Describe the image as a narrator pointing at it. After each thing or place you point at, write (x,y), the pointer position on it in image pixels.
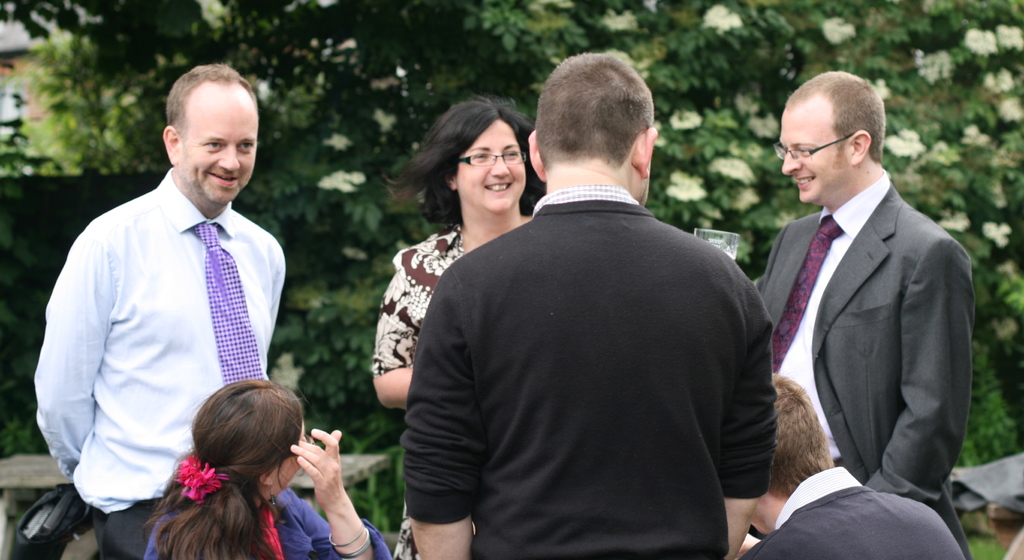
In this picture, we see four people (500,222) are standing. The woman (286,473) in blue T-shirt (301,539) and the man (909,529) in black T-shirt (833,503) are sitting. The man (836,237) in a white shirt (804,358) and black blazer (904,300) who is wearing spectacles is smiling. The man (250,226) in the white shirt (126,345) is standing. He is smiling. Behind him, we see a wooden table (361,470). In the background (362,185), there are trees (75,137).
